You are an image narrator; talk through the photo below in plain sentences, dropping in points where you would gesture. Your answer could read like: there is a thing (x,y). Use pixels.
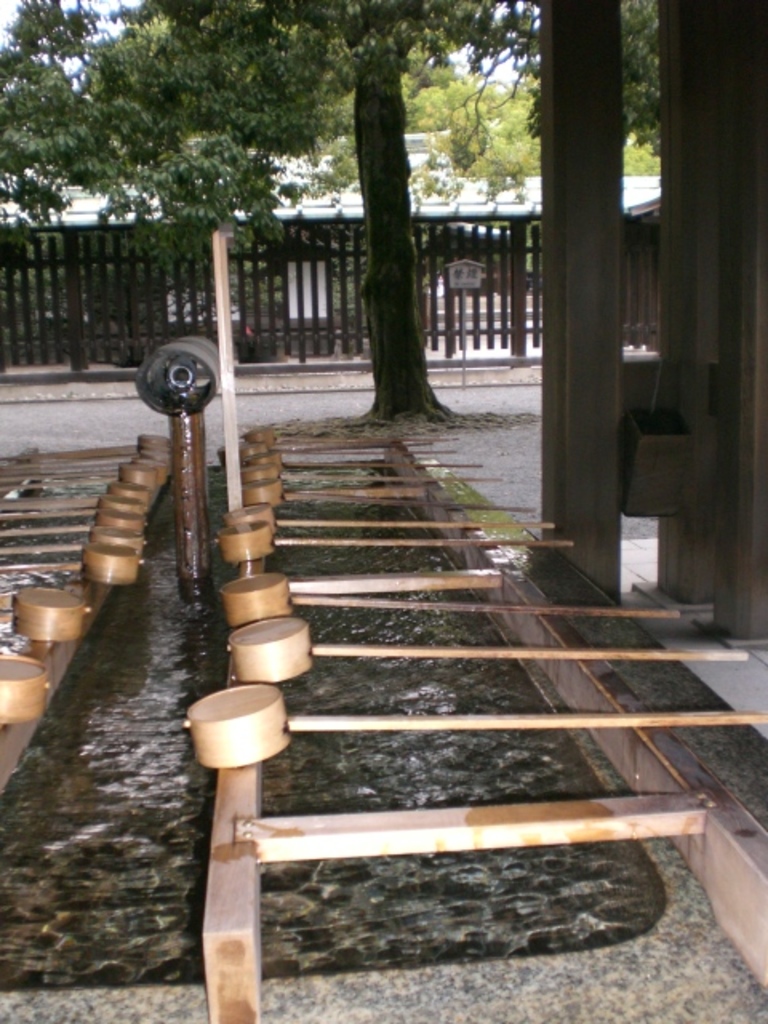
In this image I can see fence (328,367), trees (186,180), wooden objects (479,844) and some other objects (635,507) on the ground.
